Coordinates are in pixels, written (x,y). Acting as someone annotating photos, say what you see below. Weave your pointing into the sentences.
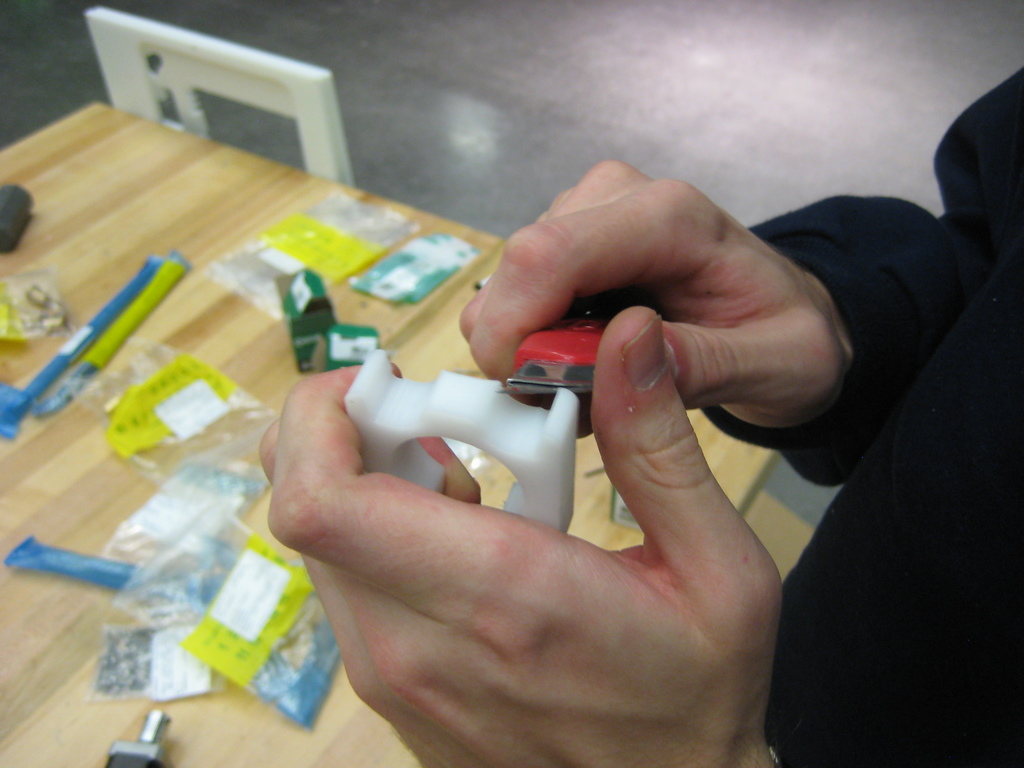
In this image in the foreground (796,334) there is one person (766,428), who is holding some cutter (559,373) and cutting something and at the bottom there is a table (136,201). On the table (131,252) there are some pens (101,337) plastic covers (200,527), and some other objects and there is one chair (150,97) and in the background (464,104) there is floor (640,137).
